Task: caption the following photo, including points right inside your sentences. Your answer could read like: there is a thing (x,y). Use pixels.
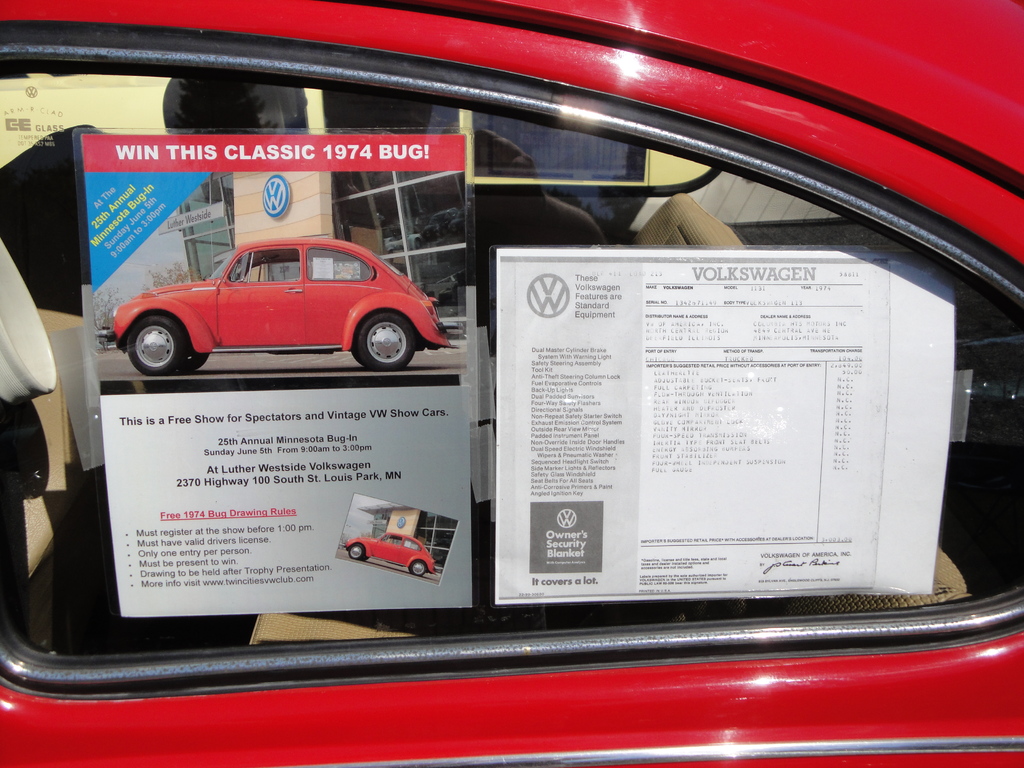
In this image we can see a car (756,623), which is in red color and there are papers (412,456) pasted on the window (804,232) of the car (562,223).
